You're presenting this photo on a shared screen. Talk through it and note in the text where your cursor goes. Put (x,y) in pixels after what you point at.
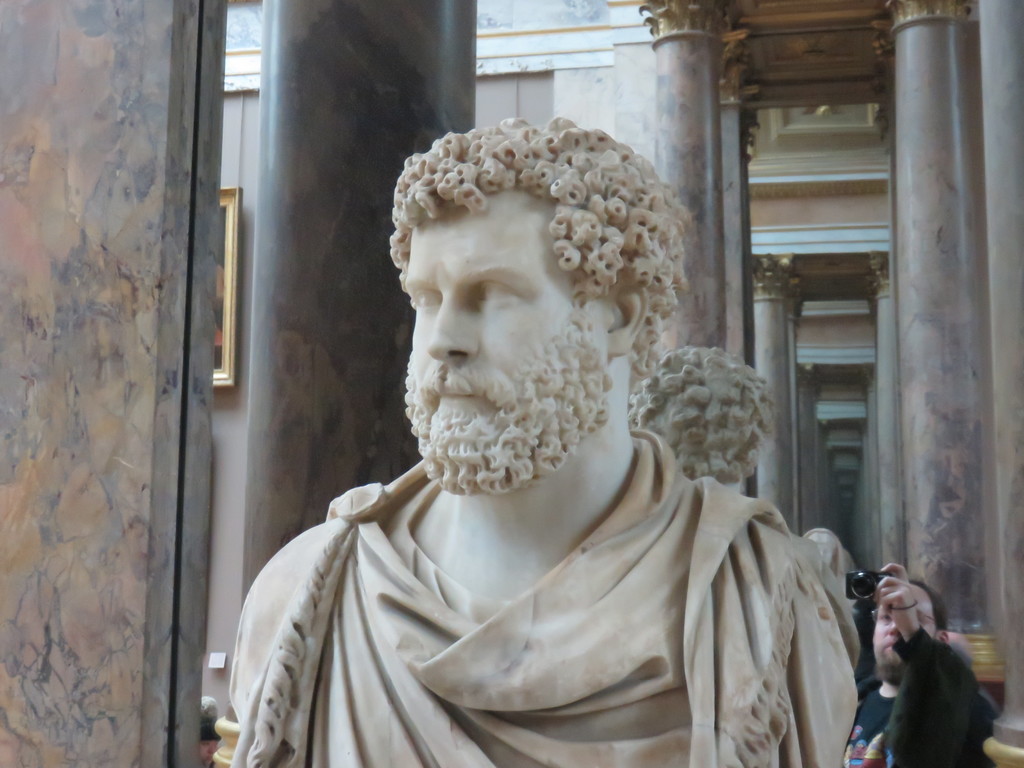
In the image we can see there is a statue (548,478) standing and in a mirror (965,650) we can see the reflection (911,662) of a person (879,603) holding camera (862,585) in his hand (903,597).
